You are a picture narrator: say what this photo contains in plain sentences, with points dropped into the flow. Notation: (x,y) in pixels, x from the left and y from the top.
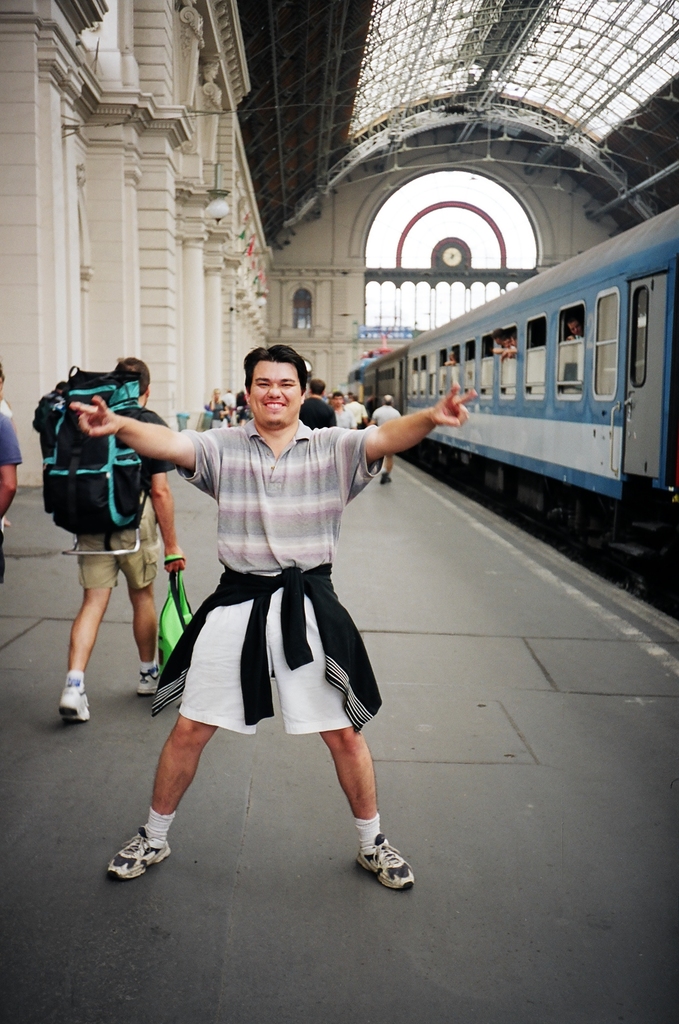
In this image we can see some group of persons (165,493) walking through the platform (208,583) in the foreground of the image (188,789) there is a person (265,497) wearing T-shirt (279,486), white color short (192,673), wrapped a jacket (262,610) to his waist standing on platform (359,582), on right side of the image (545,407) there is locomotive (500,435) and in the background of the image (109,331) there is wall (118,302) and some pillars (199,308) on left side (154,322).
